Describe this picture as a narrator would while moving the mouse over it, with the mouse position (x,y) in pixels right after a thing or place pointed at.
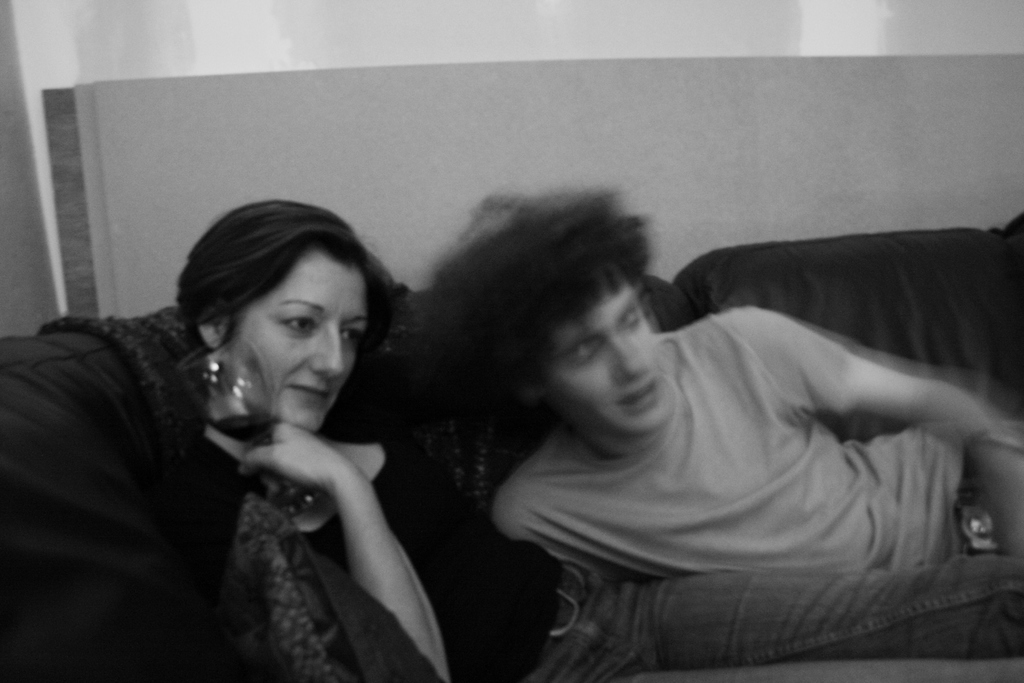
In this picture there is man (757,321) sitting on the sofa (808,309) and there is a woman (436,639) sitting and holding the glass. At the back (660,270) it looks like a wall (367,27).
